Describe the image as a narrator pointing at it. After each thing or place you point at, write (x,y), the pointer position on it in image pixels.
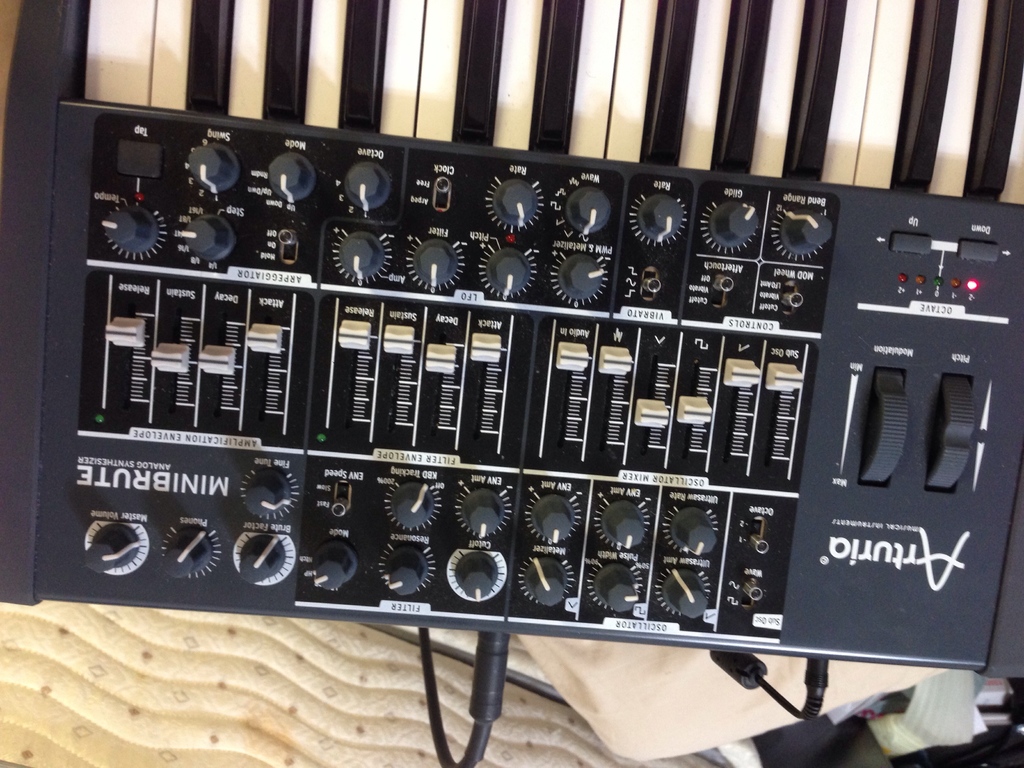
In this picture I can see there is a piano (286,233) and it has different keys (495,140) and there are many buttons (272,349) and it has a cable (555,688) attached to the piano (494,608).
